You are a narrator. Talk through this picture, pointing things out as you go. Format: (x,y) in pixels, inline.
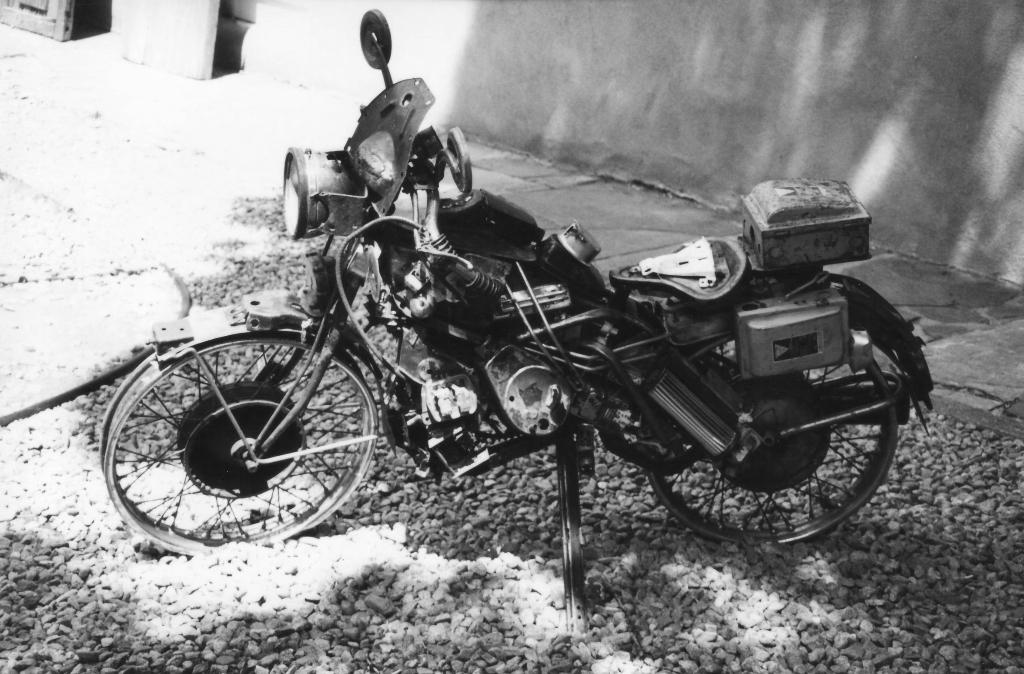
This picture shows a old motorcycle (576,560) and we see stones (146,452) on the ground (235,570) and a wall (637,125).
